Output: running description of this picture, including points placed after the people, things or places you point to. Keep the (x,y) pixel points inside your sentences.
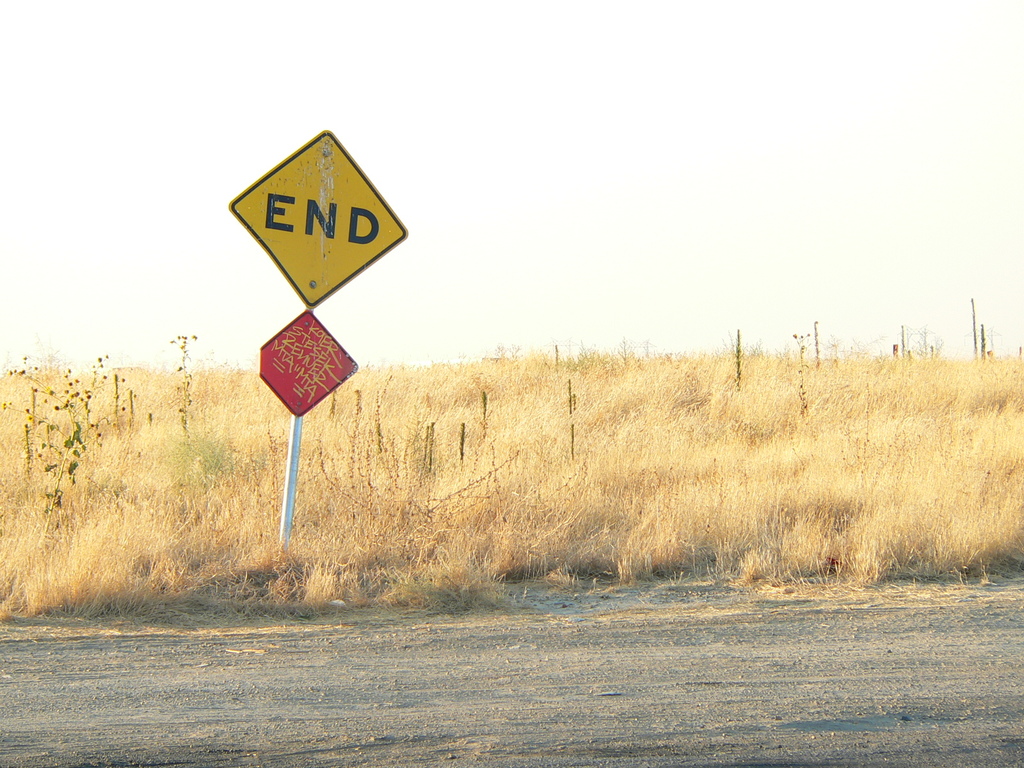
In this picture we can see a sign board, grass (251,513) and we can see sky (990,296) in the background (944,101).
